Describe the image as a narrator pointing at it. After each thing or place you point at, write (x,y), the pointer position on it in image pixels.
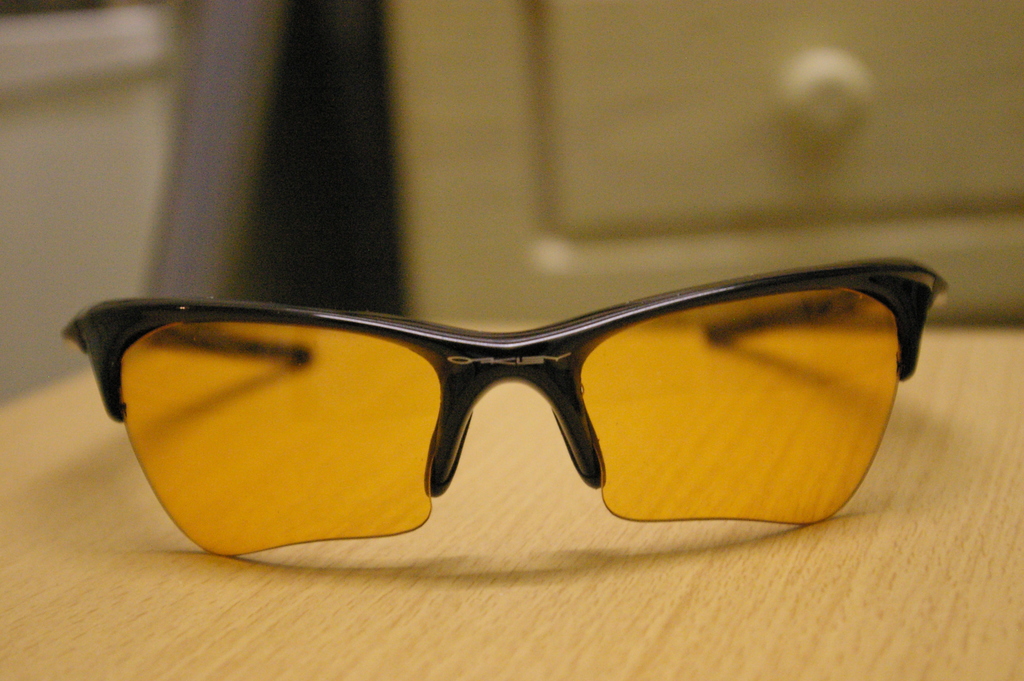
In this image I can see the goggles (616,347) on the brown color surface (652,607). Background (755,26) is blurred.
